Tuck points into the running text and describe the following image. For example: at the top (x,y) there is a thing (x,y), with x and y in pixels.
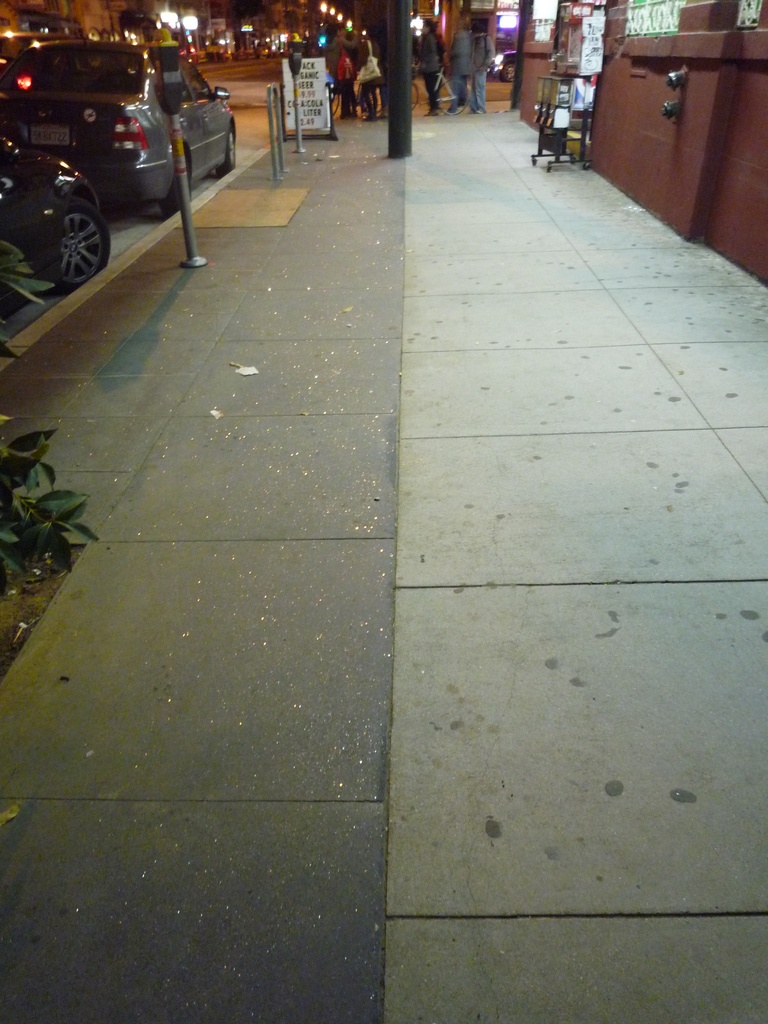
There is a sidewalk (409,544). On the sidewalk (349,496) there are poles (297,97). Near to that there are vehicles (127,88). On the right side (635,44) there is a wall (649,83). In the background (339,50) there are lights (185,27) and people (457,62).
